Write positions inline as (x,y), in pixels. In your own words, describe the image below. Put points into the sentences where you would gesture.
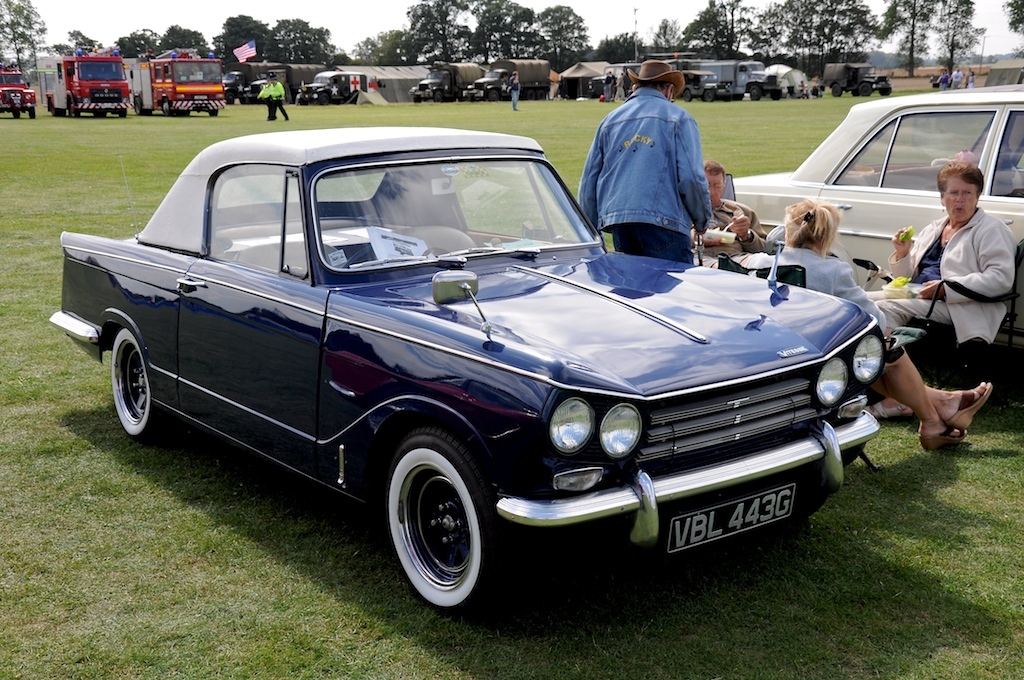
In this image, we can see vehicles (425,393) and there are people (725,199) and some of them are wearing coats (667,154) and caps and some are sitting on the chairs (802,278) and holding some objects (895,292). In the background (231,28), there are trees (575,40) and we can see poles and a flag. At the top (182,14), there is sky (276,1).
